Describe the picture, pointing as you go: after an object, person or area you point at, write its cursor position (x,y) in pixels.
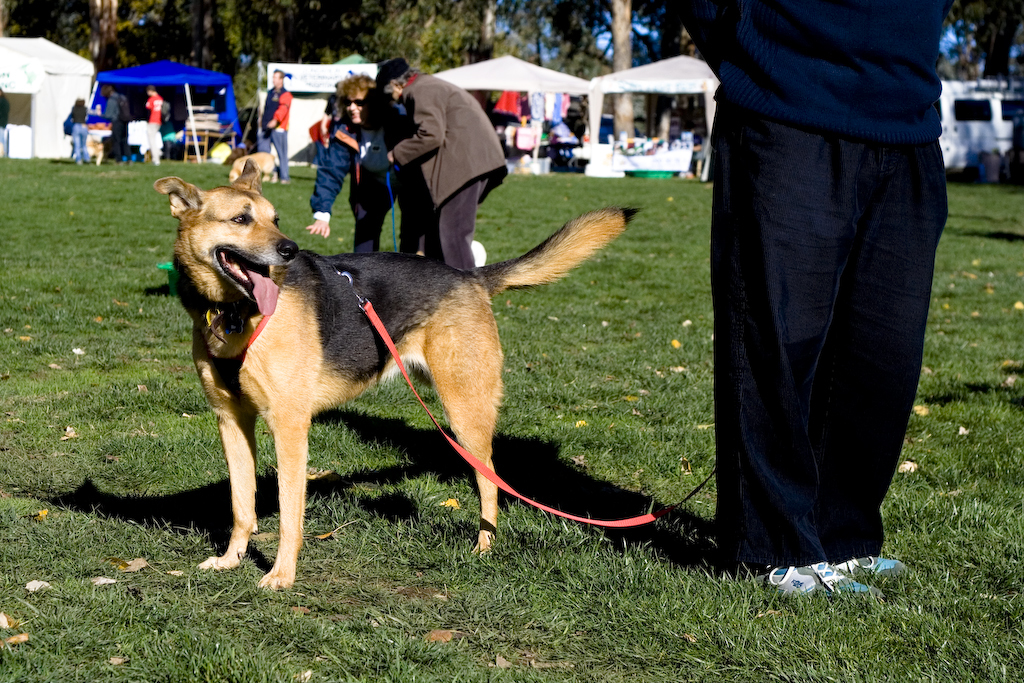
In this picture we can see people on the ground (673,420), here we can see dogs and in the background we can see tents (533,70), trees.
